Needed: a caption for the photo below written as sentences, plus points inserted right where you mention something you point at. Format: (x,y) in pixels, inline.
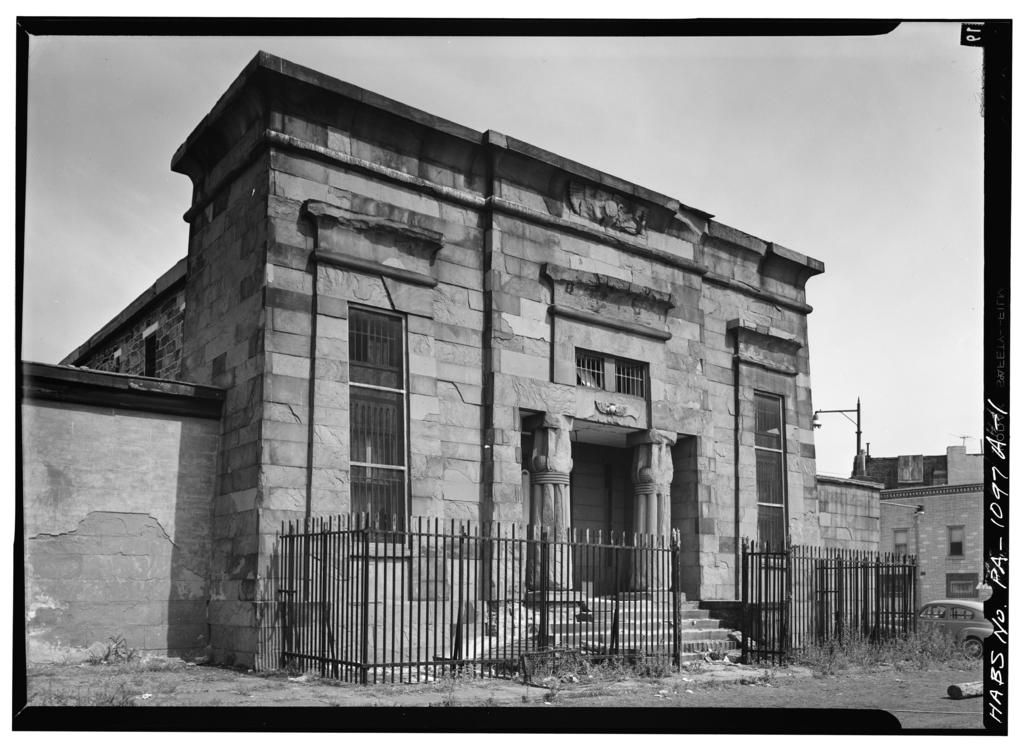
This is a black and white image. In the center of the image (492,393) we can see building (267,388) and fencing (444,651). In the background (88,282) there are clouds (838,246) and sky (887,425).
